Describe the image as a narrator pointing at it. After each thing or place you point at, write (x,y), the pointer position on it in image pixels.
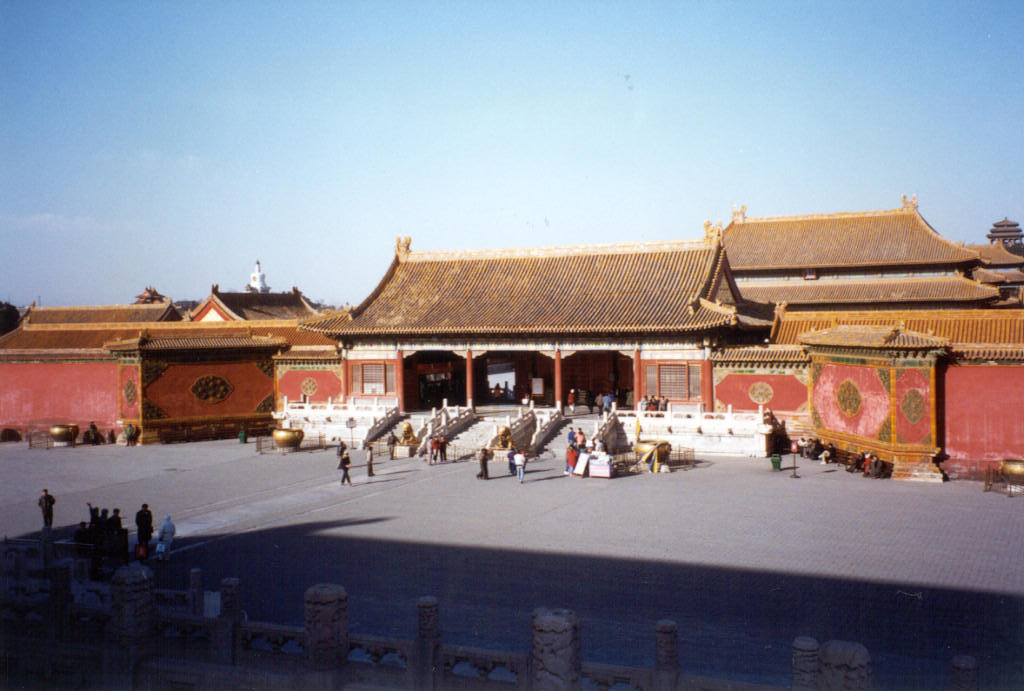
In this image, we can see few houses (167,435), stairs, railings (58,588), people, few objects (592,473) and road (611,587). At the bottom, we can see pillars (538,666). Background (861,154) there is a sky (508,154).
